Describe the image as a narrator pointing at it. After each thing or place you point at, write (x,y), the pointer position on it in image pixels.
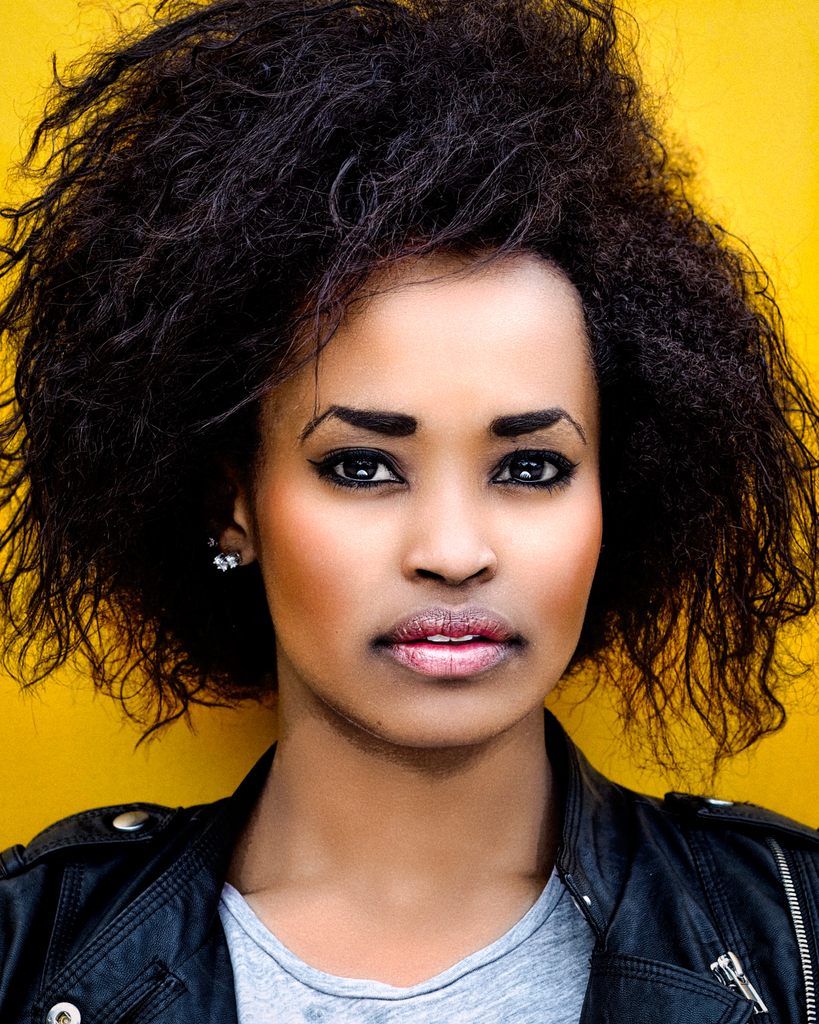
This is a close up image of a woman (429,846) wearing clothes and ear studs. The background (716,153) is yellow in color.
